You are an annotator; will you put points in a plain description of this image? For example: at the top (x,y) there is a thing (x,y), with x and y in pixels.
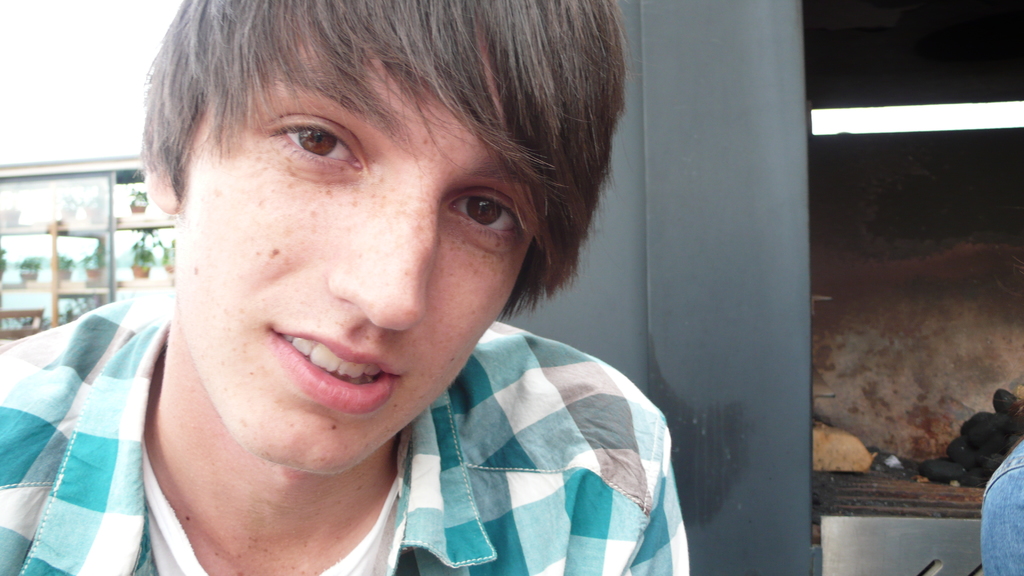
In this image I can see a boy (389,360) is talking, he wore shirt (495,478). On the left side (133,290) there are plants (150,247) in the shelves (88,227) with the glass wall (75,233).
